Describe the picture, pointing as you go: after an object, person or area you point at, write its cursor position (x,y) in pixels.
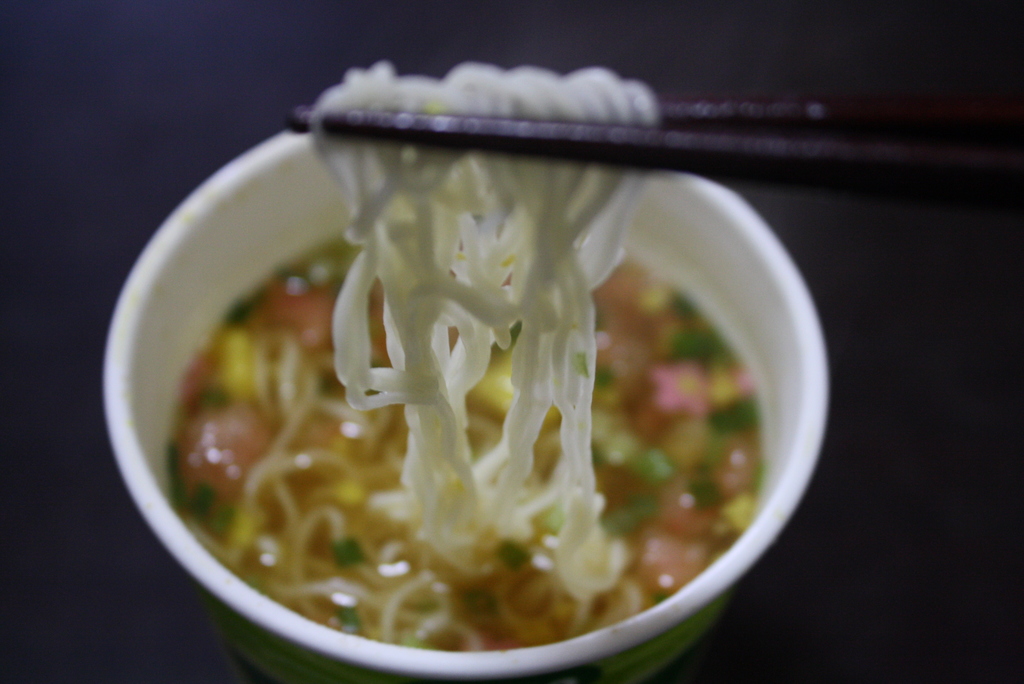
Noodles (448,260) are taken using chopsticks (690,110) from a cup (640,245).
